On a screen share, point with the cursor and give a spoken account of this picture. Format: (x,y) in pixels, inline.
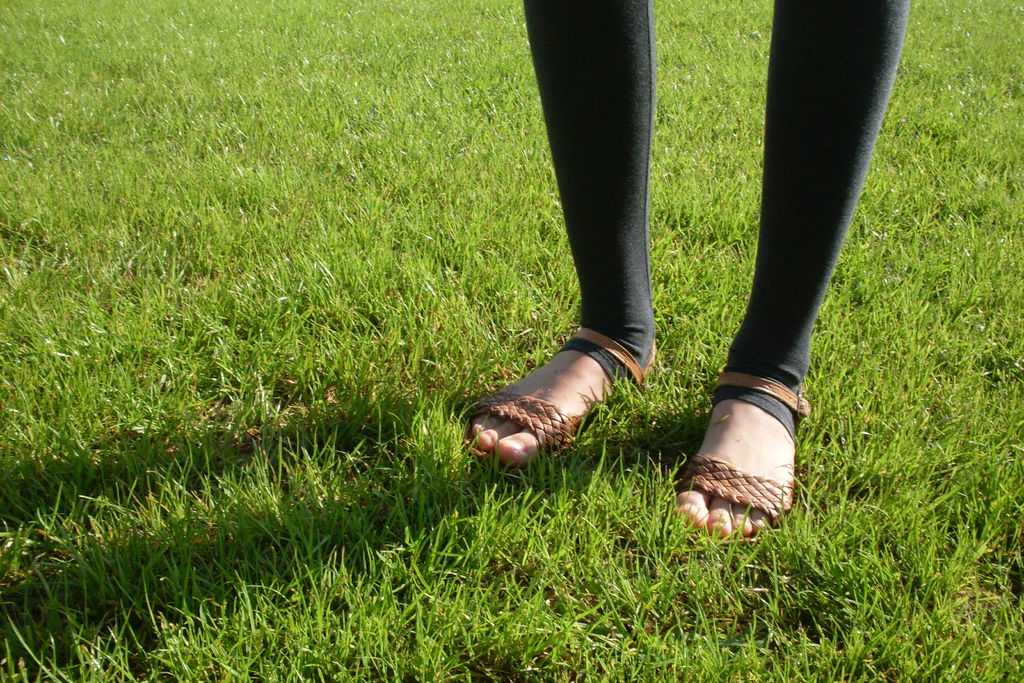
In this image we can see a person's leg (799,120) and we can see the grass (200,185) on the ground (153,636).
